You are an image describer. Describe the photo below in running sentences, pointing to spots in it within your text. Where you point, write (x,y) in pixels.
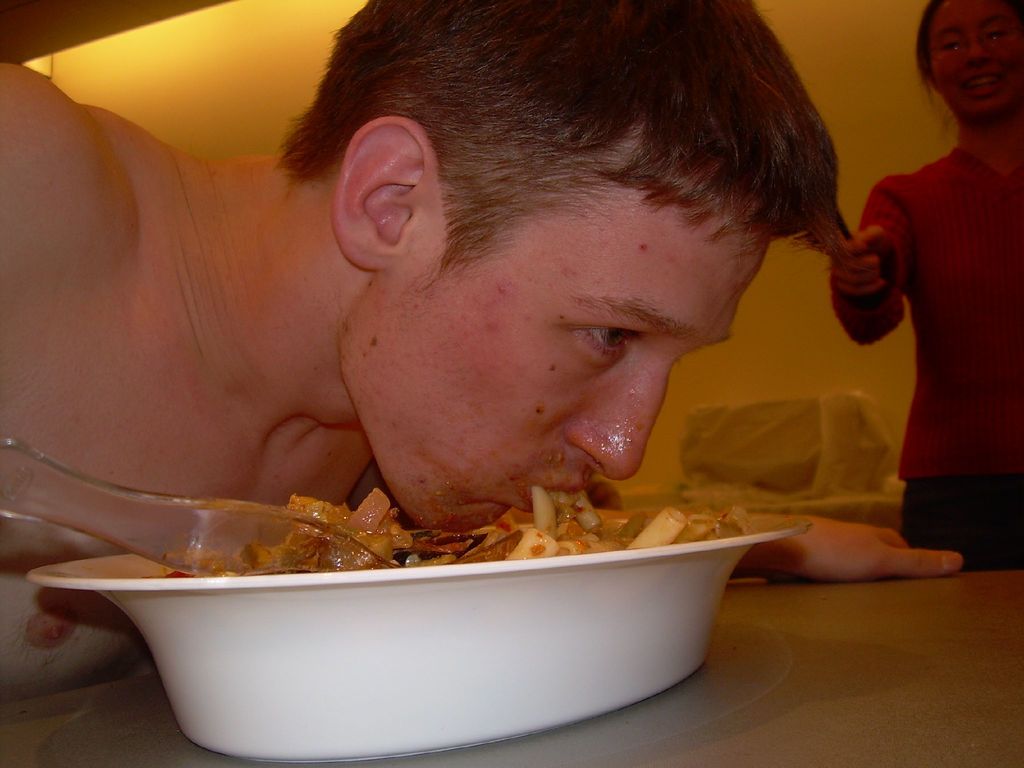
Here is a person (766,53) who is bending towards the opposite side where there is a bowl (73,583) on the table (859,619) which has some food content (353,539).
